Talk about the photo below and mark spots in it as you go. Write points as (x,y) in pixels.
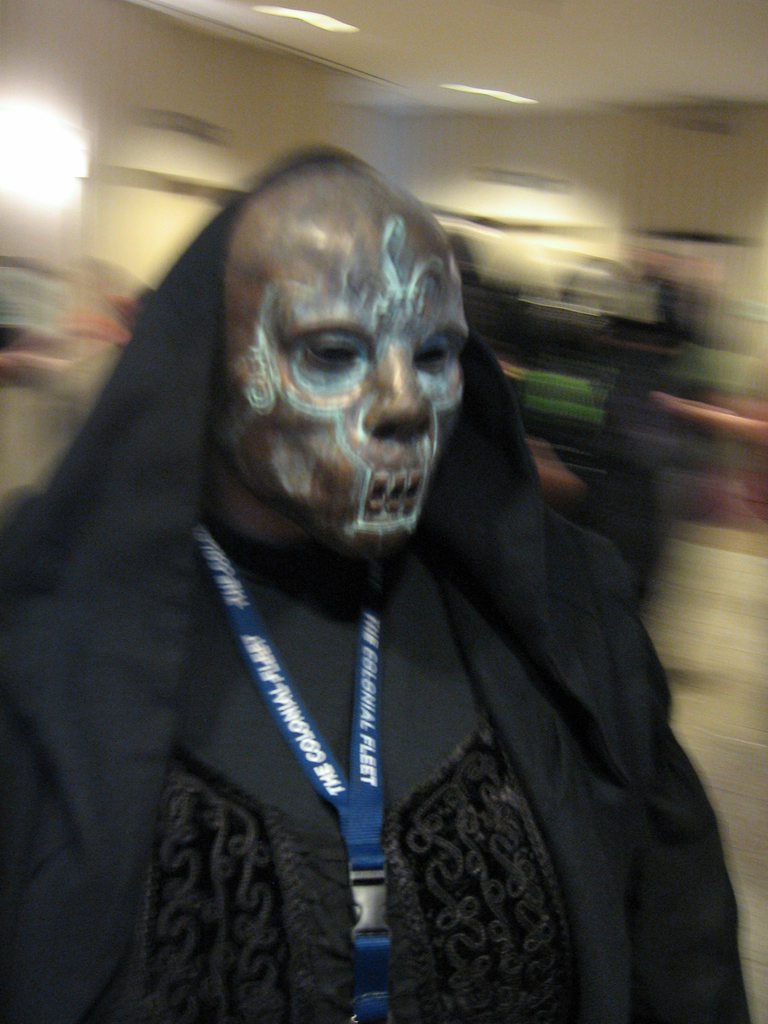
Here in this picture we can see a person (366,441) wearing a costume (151,559) and a mask (352,386) on face (352,485) with ID card (308,759) present over there and behind the person (436,292) we can see everything in blurry manner.
